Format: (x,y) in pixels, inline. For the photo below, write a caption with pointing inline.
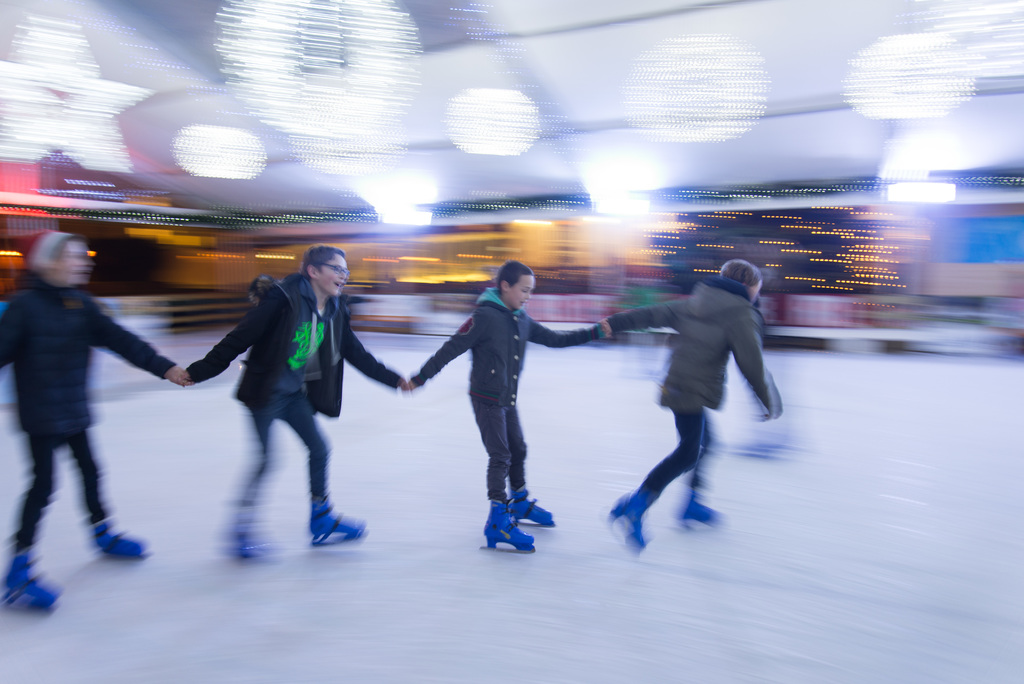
In this image, there are a few people (248,484) skating. We can see the ground (272,503) and the blurred background (410,201).
